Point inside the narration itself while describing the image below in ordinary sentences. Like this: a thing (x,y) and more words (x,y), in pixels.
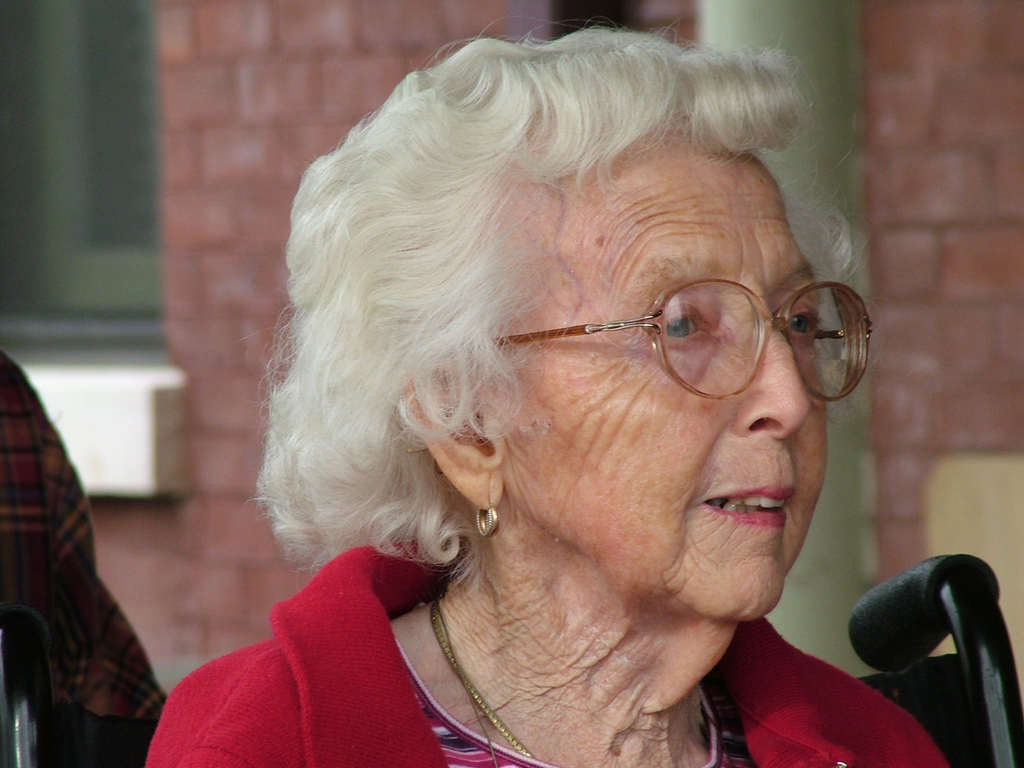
This image consists of a woman (610,714). She is wearing a red jacket (384,699). It looks like she is sitting in a wheelchair (893,652). In the background (209,95), we can see a wall (918,535) and a window (18,207).
